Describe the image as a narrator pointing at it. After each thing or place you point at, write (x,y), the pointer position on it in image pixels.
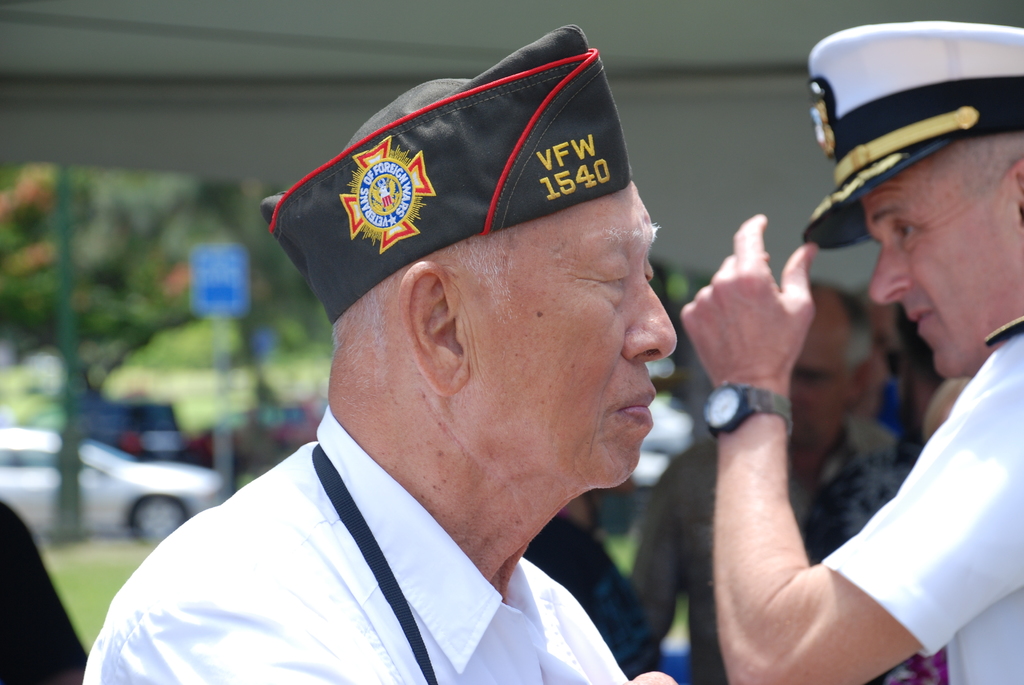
Here I can see two men (411,615) wearing uniforms (894,570) and caps (560,183) on their heads (499,173). At the back of these men (760,509) I can see some more people (649,528). In the background (83,317) there are few poles (69,429), trees (111,315) and a car (121,495). At the top of the image (452,37) there is a cloth (291,46) which seems to be a tent (215,16).
